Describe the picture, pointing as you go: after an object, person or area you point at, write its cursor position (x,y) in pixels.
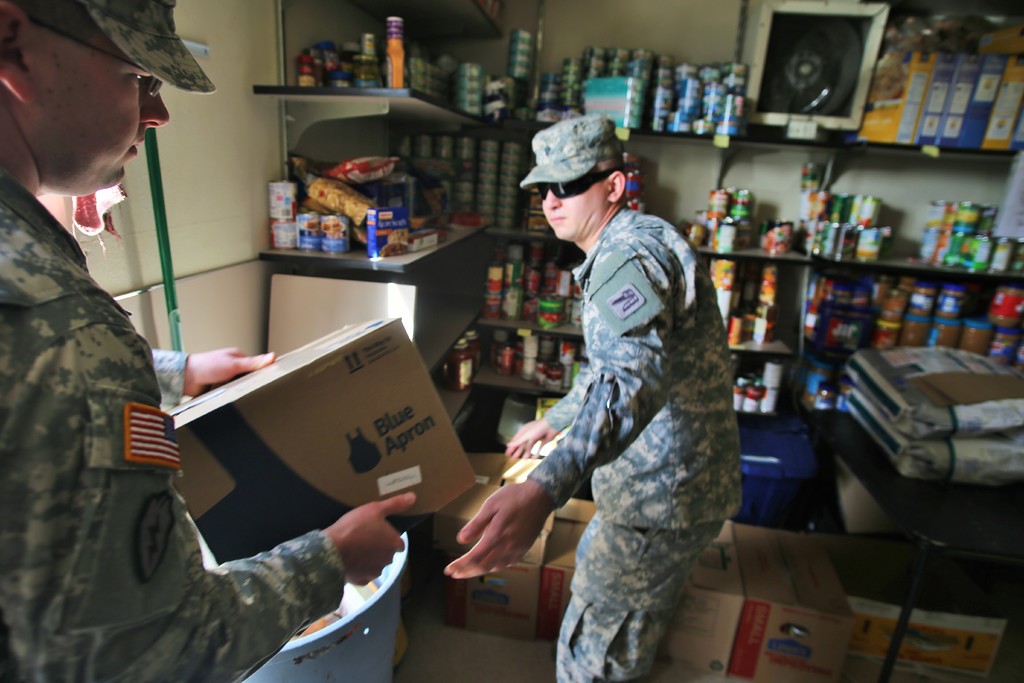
In this image we can see two persons (387,527), among them one person (406,504) is holding a carton box (269,385), also we can see some shelves (800,357) with jars (881,330), tins (553,312) and some other objects (742,312), on the floor (741,680) we can see the carton boxes (696,576) and some other things (785,503).
